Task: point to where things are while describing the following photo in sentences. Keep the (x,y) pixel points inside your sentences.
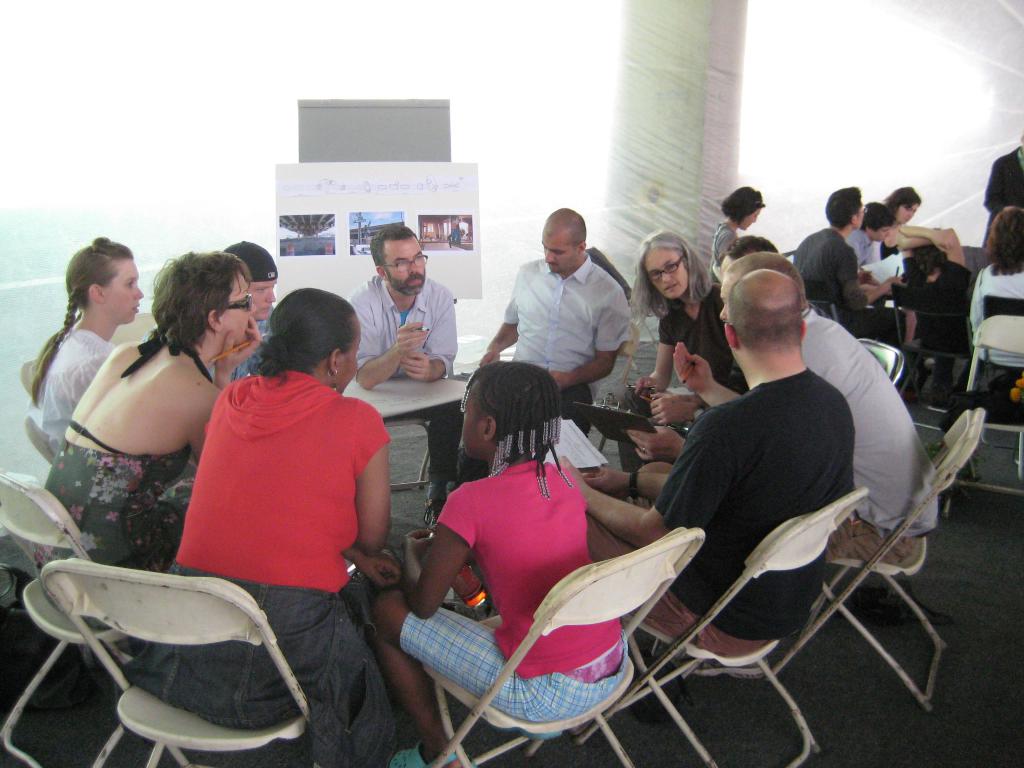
In this picture we can see a group of people (913,231) sitting on chair (633,331) and discussing and the background (650,175) we can see pillar (668,6), board (410,117) some poster (387,208) is attached to it.
